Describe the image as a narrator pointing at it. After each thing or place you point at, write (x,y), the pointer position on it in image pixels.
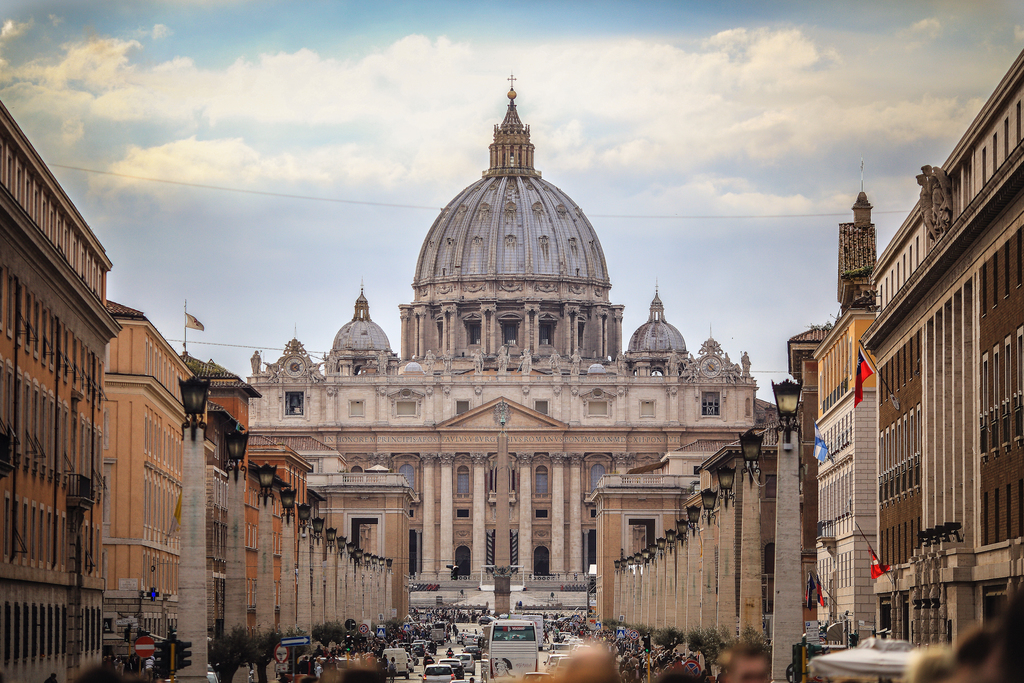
As we can see in the image there are buildings (629,511), street lamps (786,440), vehicles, few people (377,662) here and there, flags (874,576) and traffic signals (182,658). On the top (331,84) there is sky (304,148) and clouds (235,174).
